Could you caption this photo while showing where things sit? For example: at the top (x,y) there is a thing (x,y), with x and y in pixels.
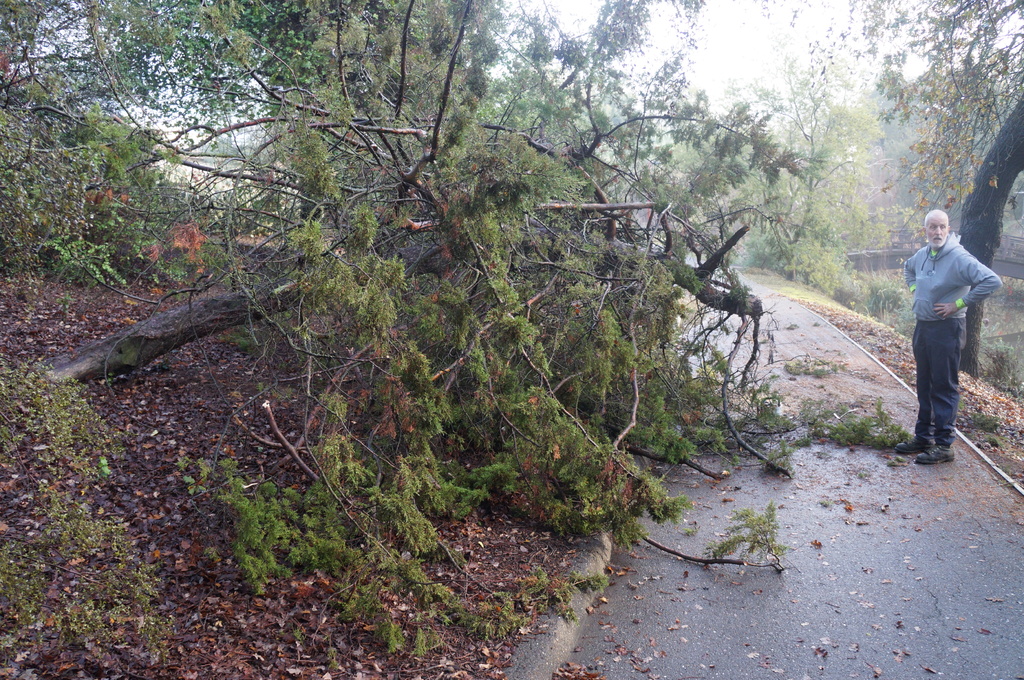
There are trees (861,201). A person (933,398) is standing wearing a long-sleeved shirt (965,257), trousers (949,408) and shoes (919,462).
